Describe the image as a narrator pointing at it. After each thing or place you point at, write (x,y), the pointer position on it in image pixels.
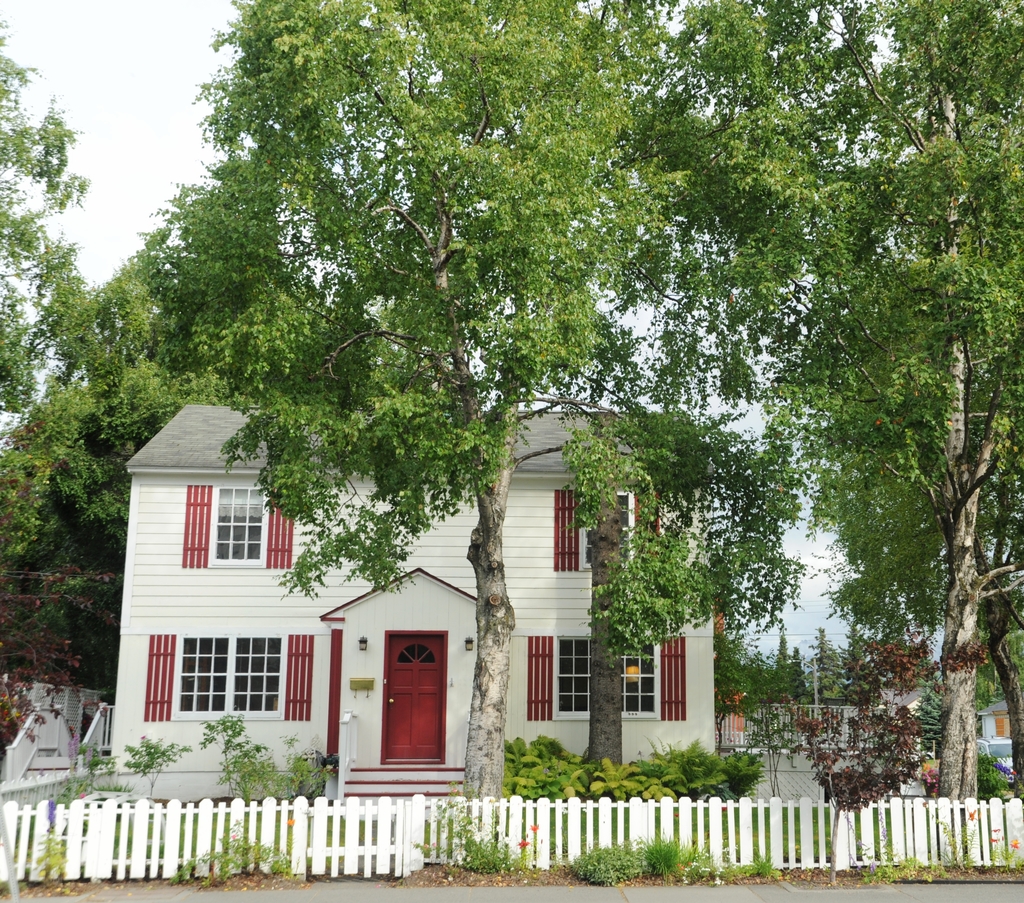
In this image we can see a building (267,583) with windows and door (418,715). Also there are steps (376,779). Near to the building (191,450) there are trees (1009,532) and plants (464,822). Also there is fencing (433,814). In the background (151,147) there is sky (113,127).
